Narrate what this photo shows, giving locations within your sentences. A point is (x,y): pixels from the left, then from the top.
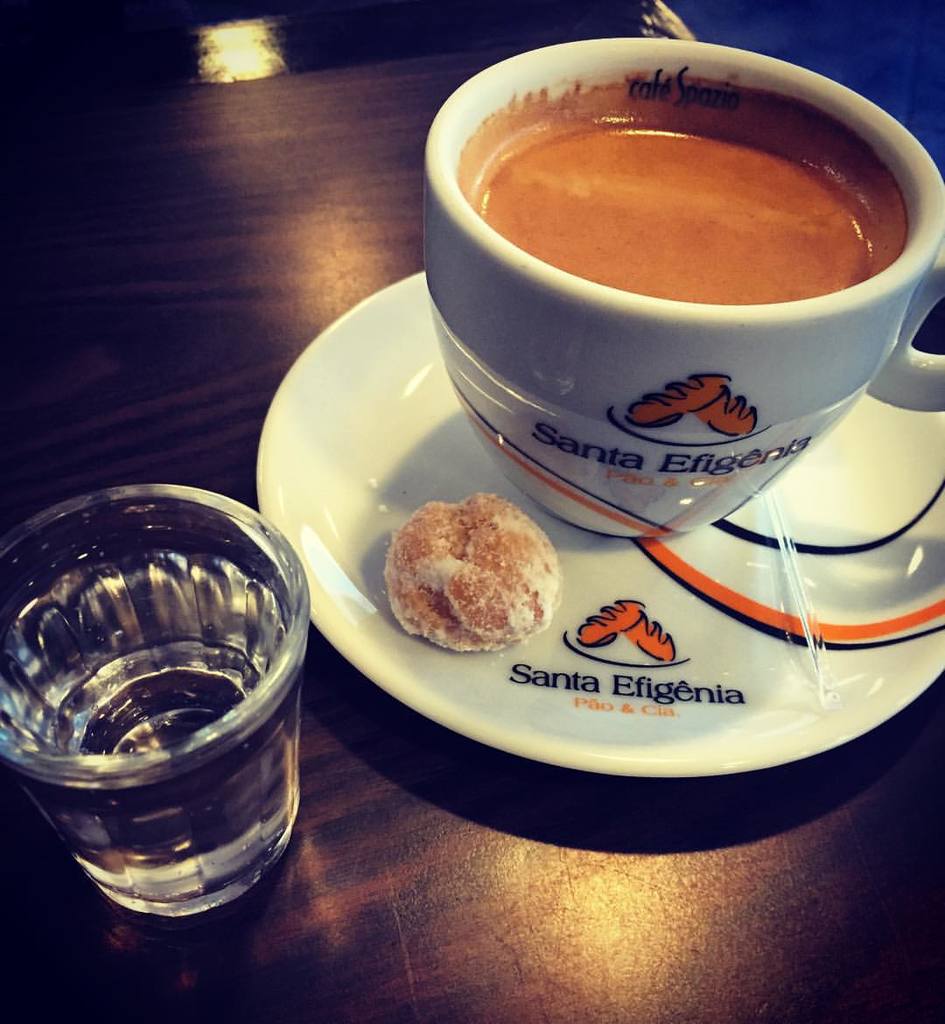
In this image I can see the brown colored table (165,246) and on it I can see a glass (188,711) and a white colored plate (767,684). On the plate (696,674) I can see a food item (494,594) which is brown in color and a white colored cup (634,455) with brown colored liquid (696,254) in it.
